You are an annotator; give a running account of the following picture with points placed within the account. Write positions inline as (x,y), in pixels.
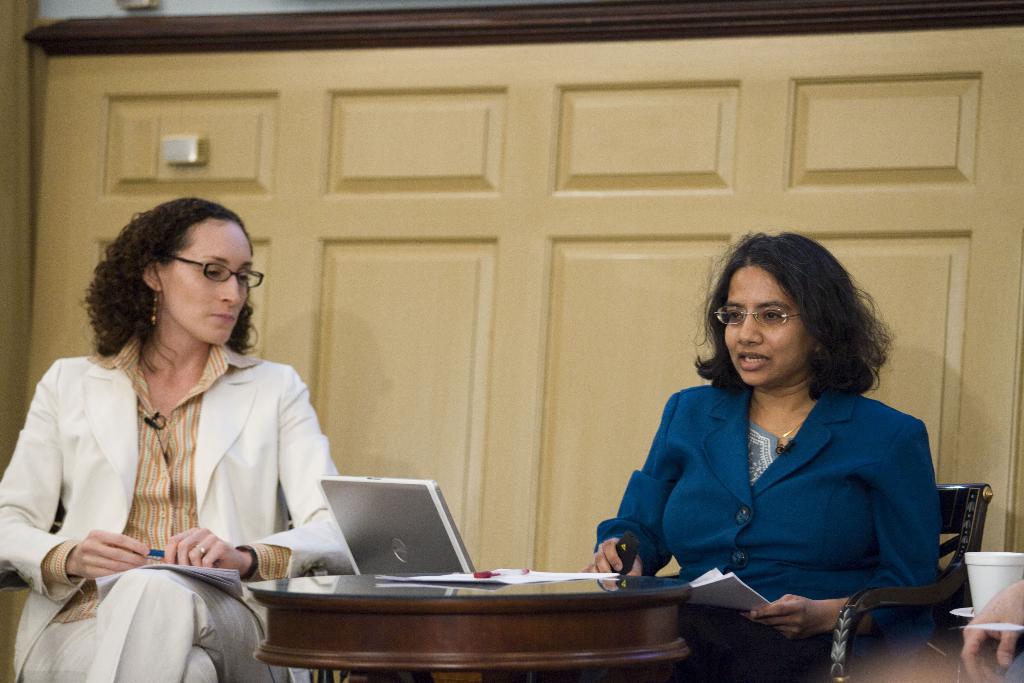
we can see in the picture that two women (662,516) are sitting on a chair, right side women (745,527) is wearing a blue color blazer (736,481) and left side woman (142,494) is wearing white color blazer (78,498). There is a table (424,605) in front of them on which laptop (398,566), pen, paper (474,580) are placed.
